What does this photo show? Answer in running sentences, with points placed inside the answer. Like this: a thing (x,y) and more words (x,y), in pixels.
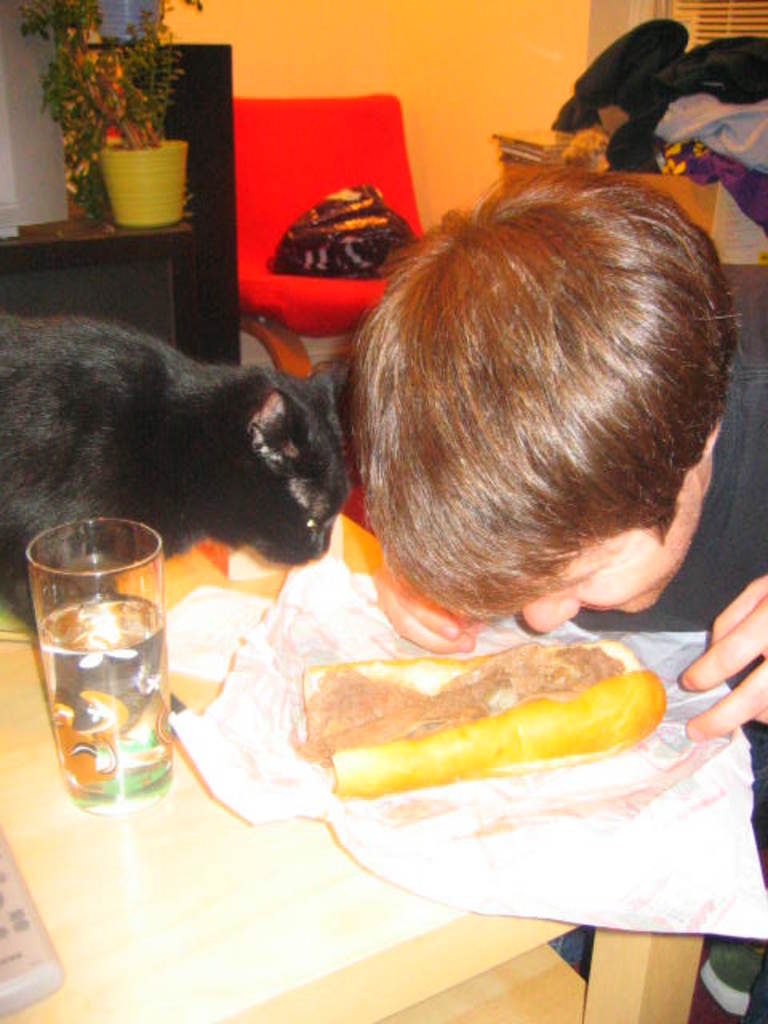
In the picture I can see the table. At the top of the table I can see food item (315,709), glass (83,563) and animal (18,352). On the right side of the image (537,428) I can see one person (465,507). In the background (92,4), I can see plants (74,55) and some other objects (605,109).
